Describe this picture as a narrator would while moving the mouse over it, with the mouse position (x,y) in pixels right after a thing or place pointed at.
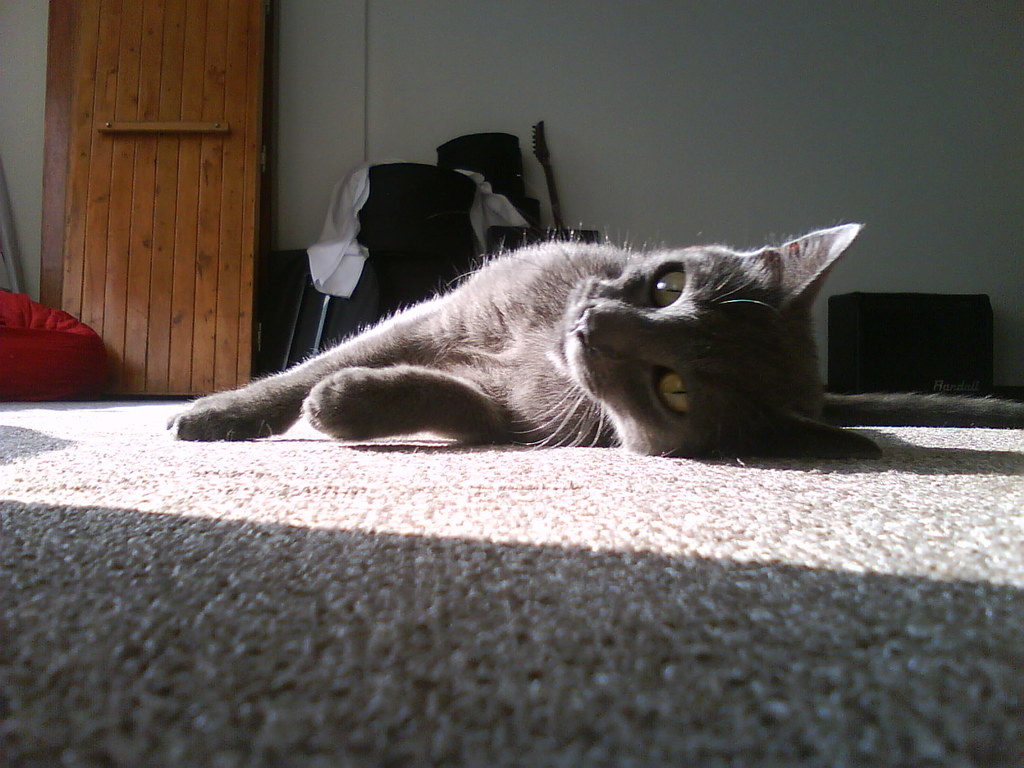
In this picture I can see a cat (547,398) on the floor (673,662) and I can see couple of chairs (408,235) and a cloth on the chair (368,206) and I can see a bean bag (61,366) and a door (79,288) on the left side (62,288) and a box (939,353) on the right side of the picture (968,357) and I can see a wall (731,153) in the background (619,103).
